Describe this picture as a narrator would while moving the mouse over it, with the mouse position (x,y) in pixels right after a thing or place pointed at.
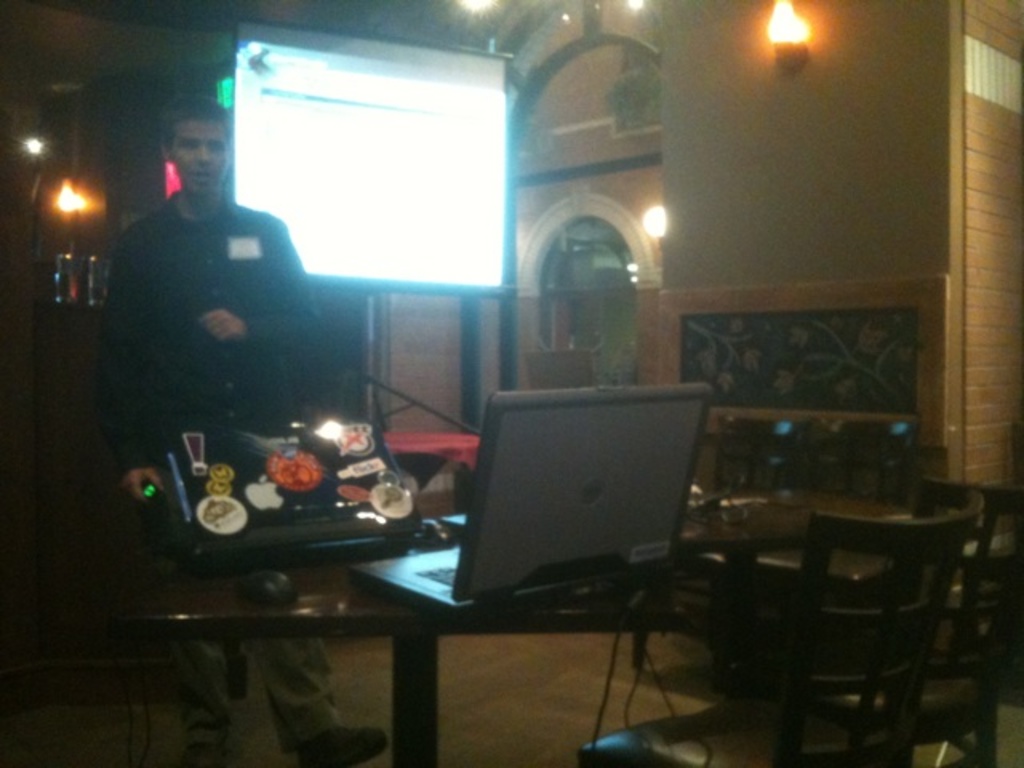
In this image the man (220,356) is standing. On the table (375,631) there is a laptop (494,527) and there are chairs (859,575).
